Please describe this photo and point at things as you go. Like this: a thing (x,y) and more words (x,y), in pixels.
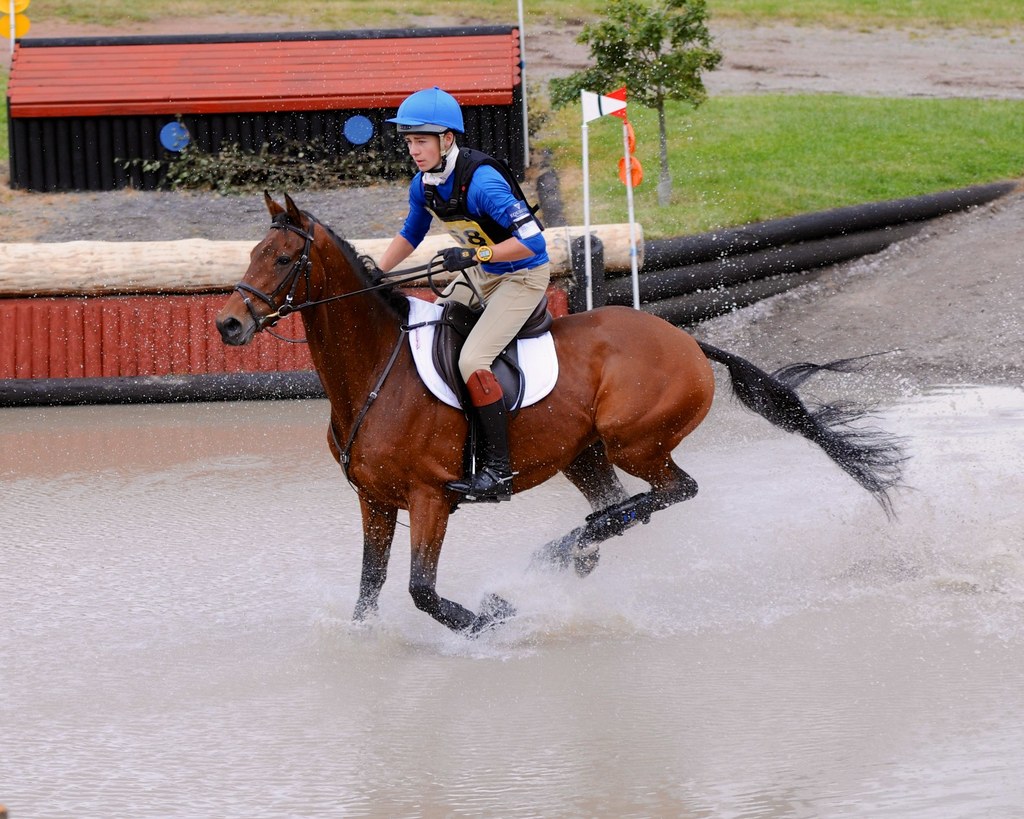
In this picture we can see a person (494,354) is riding a horse (411,428) on the water (254,602). Behind the horse (411,444) there are wooden logs (613,244), poles (586,135) with boards (624,179), a plant (637,83), grass (758,141) and an object (186,103).
